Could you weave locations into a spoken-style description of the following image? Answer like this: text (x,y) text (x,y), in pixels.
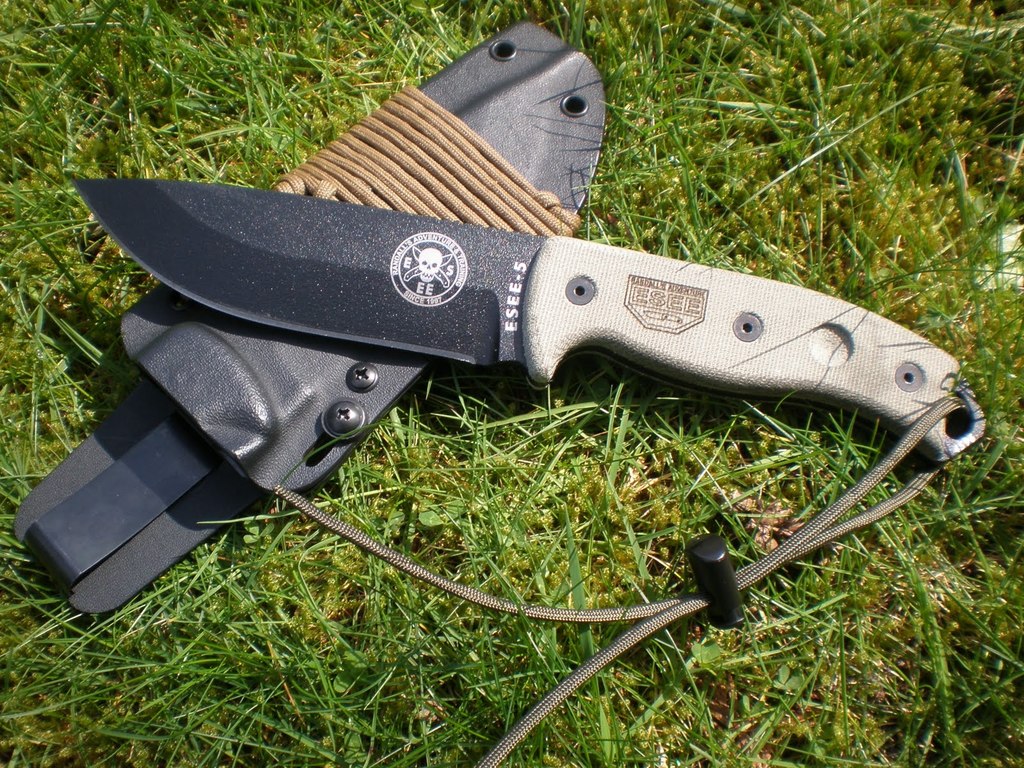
In this image we can see a knife (368,240) and its pouch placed on the grass field (536,544).
